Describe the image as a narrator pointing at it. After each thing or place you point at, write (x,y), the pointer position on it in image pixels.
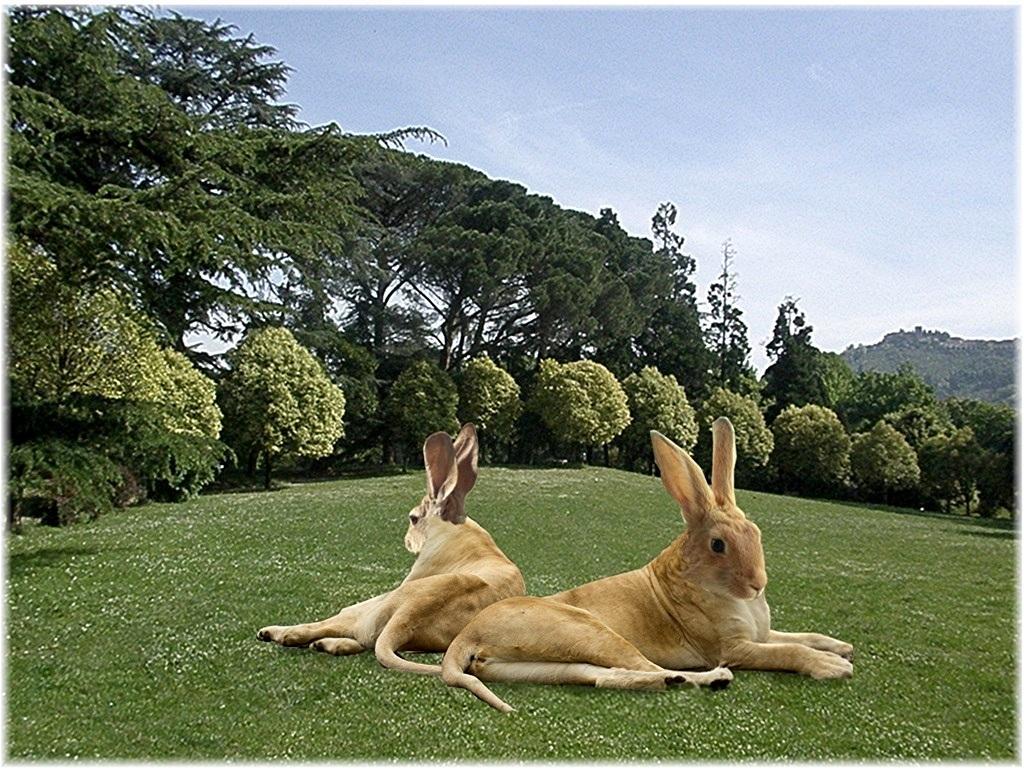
In this image I can see the animals (519,641) on the grass (559,533). These are in brown and cream color. In the background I can see the many trees (377,407), mountains (883,371) and the sky (709,116).
